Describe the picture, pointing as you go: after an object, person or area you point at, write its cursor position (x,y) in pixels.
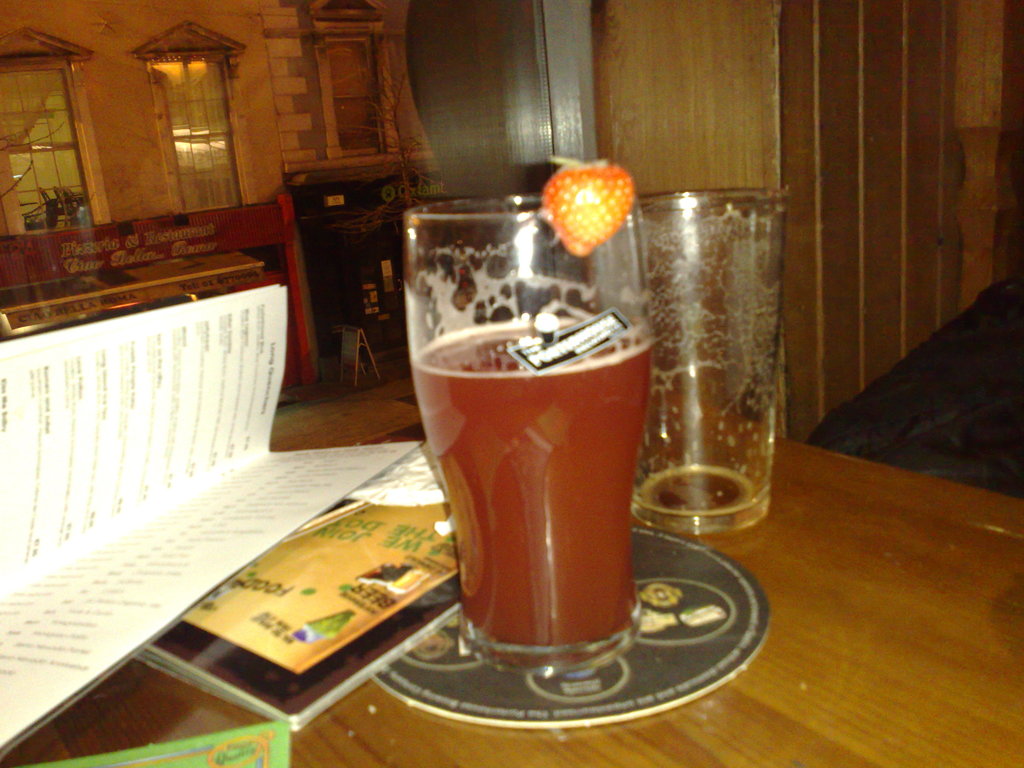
In this image we can see a glass (567,354) and some liquid (531,486) in it, and here is the empty glass (702,321) on the table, and here are the papers (307,478) and some objects (198,650) on it.
